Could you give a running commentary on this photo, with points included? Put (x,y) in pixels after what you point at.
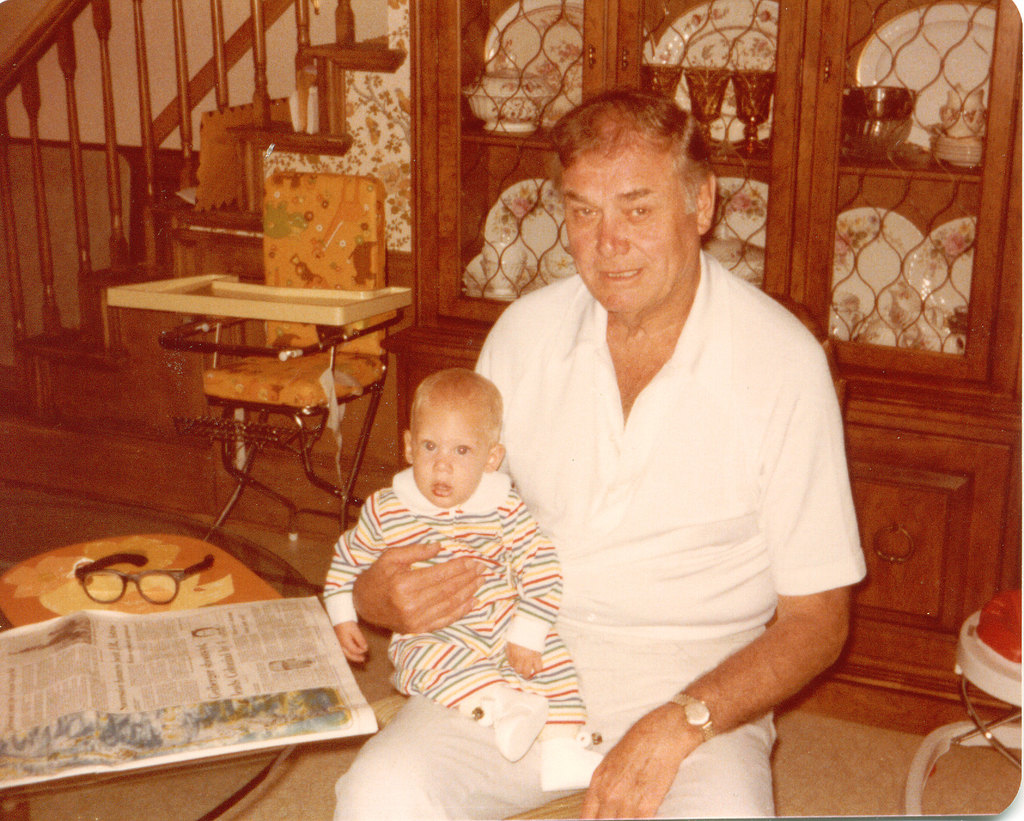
In this image I see a man (462,784) who is holding a baby (490,460) and there is a table (33,596) over here on which there is a paper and a spectacle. In the background (256,480) I see the chair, stairs (33,36) and the cupboard (1013,206) in which there are few things (953,257) in it.
